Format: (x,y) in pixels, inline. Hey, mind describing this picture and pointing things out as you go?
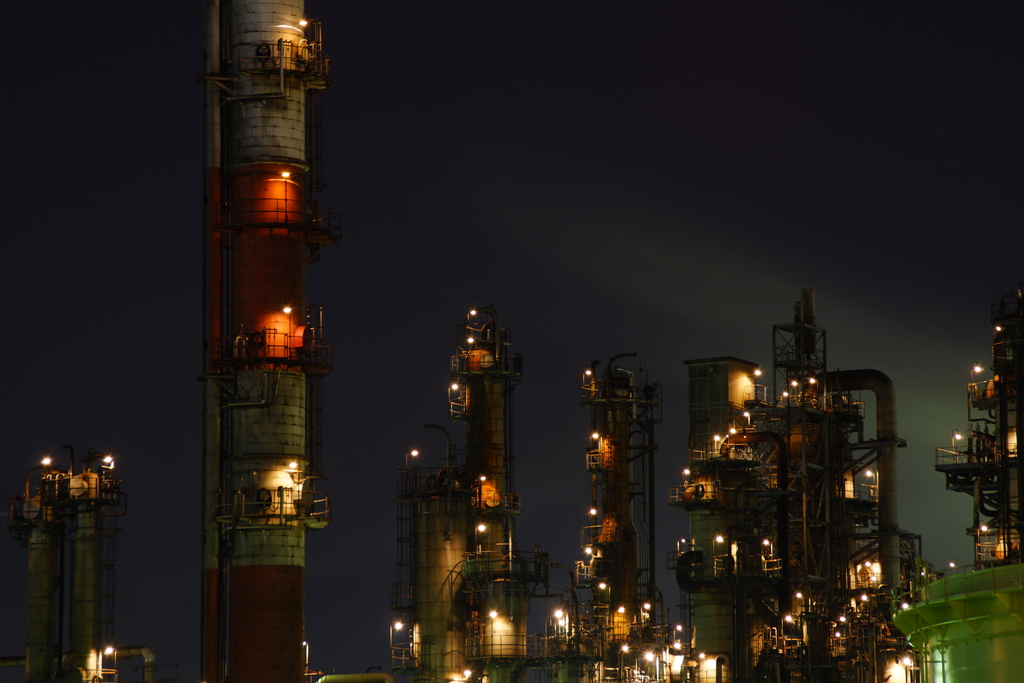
This picture contains many buildings (636,545) and towers (270,607). We see lights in the buildings (512,594). In the background (558,588), it is black in color. This picture is clicked in the dark.
